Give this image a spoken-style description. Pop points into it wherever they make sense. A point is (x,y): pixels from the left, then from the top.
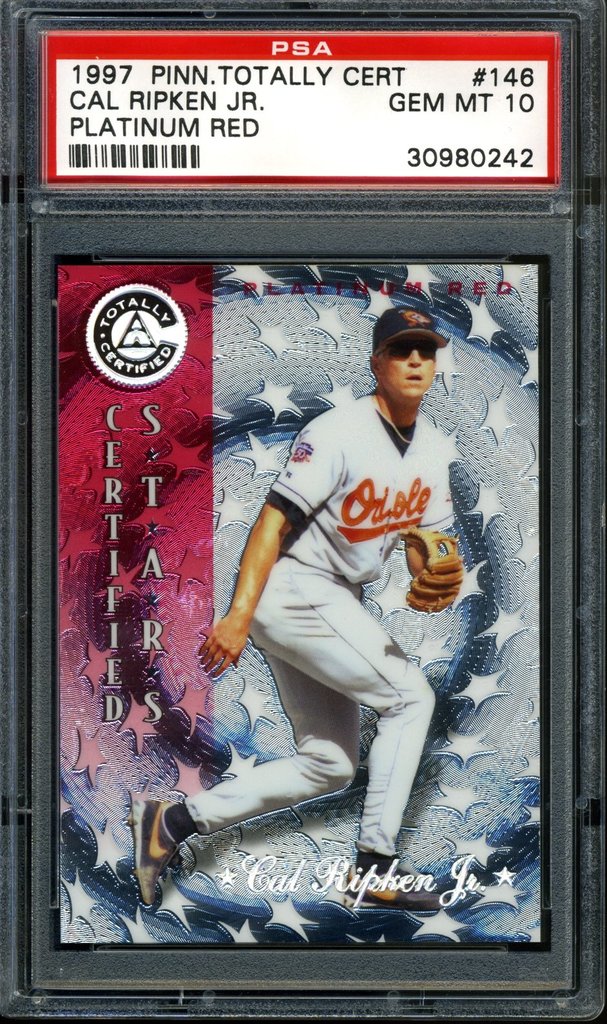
In the image there is a board (485,936). On the board (468,448) there is an image (396,466) of a man (352,566) with cap (396,342) and also there are stars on the board (433,485) and there is something written on it. At the top of the board (446,22) there is bar code (78,159), numbers (532,147) and something written on it.
